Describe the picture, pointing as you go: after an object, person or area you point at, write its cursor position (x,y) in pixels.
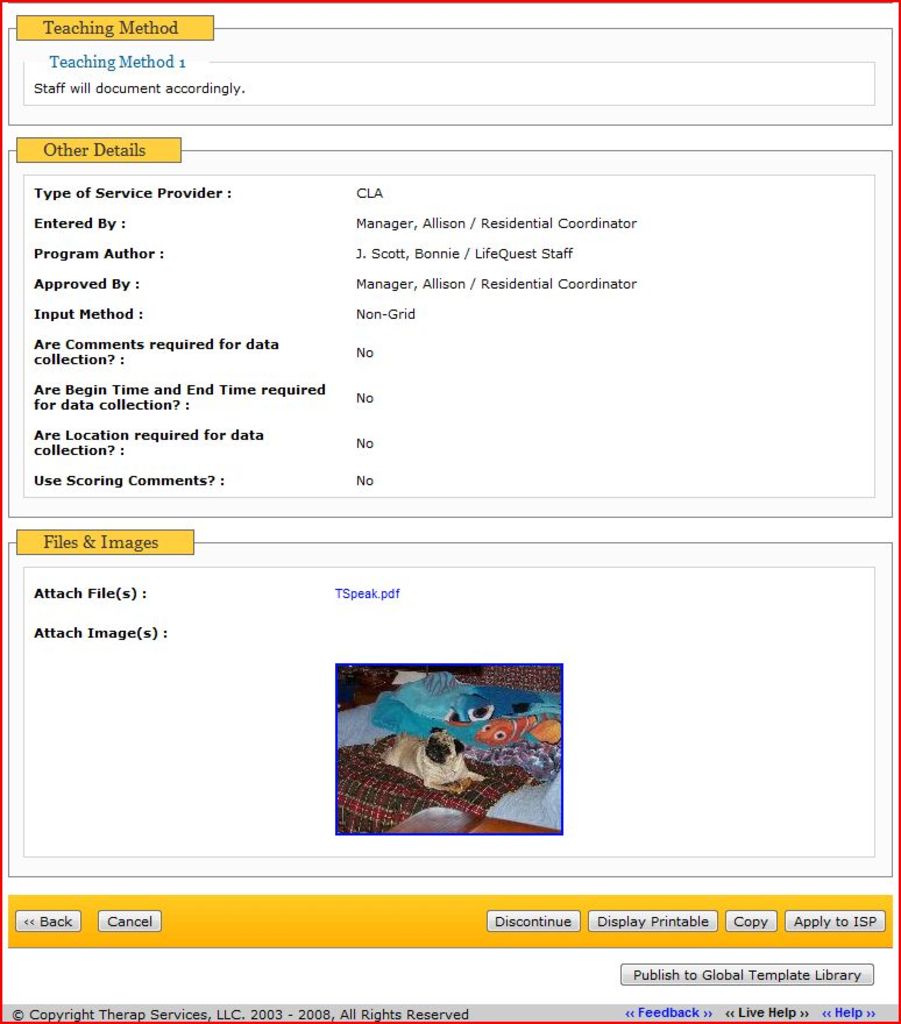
This is a screen (169,289). In which, we can see there are texts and an image (514,686). And the background of this screen (203,169) is white in color.
